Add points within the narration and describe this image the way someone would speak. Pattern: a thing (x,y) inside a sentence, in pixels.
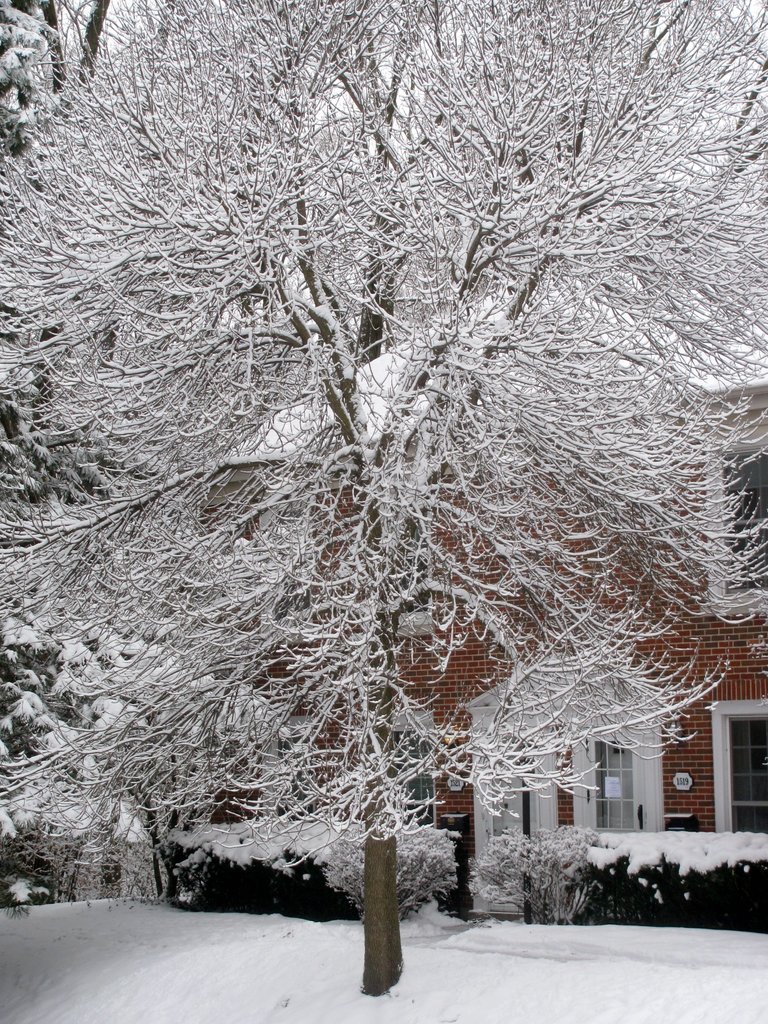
In this image I can see a tree (161,691) covered with snow (494,629), background (731,799) I can see the building (475,666) in brown color and the sky (495,140) is in white color.
